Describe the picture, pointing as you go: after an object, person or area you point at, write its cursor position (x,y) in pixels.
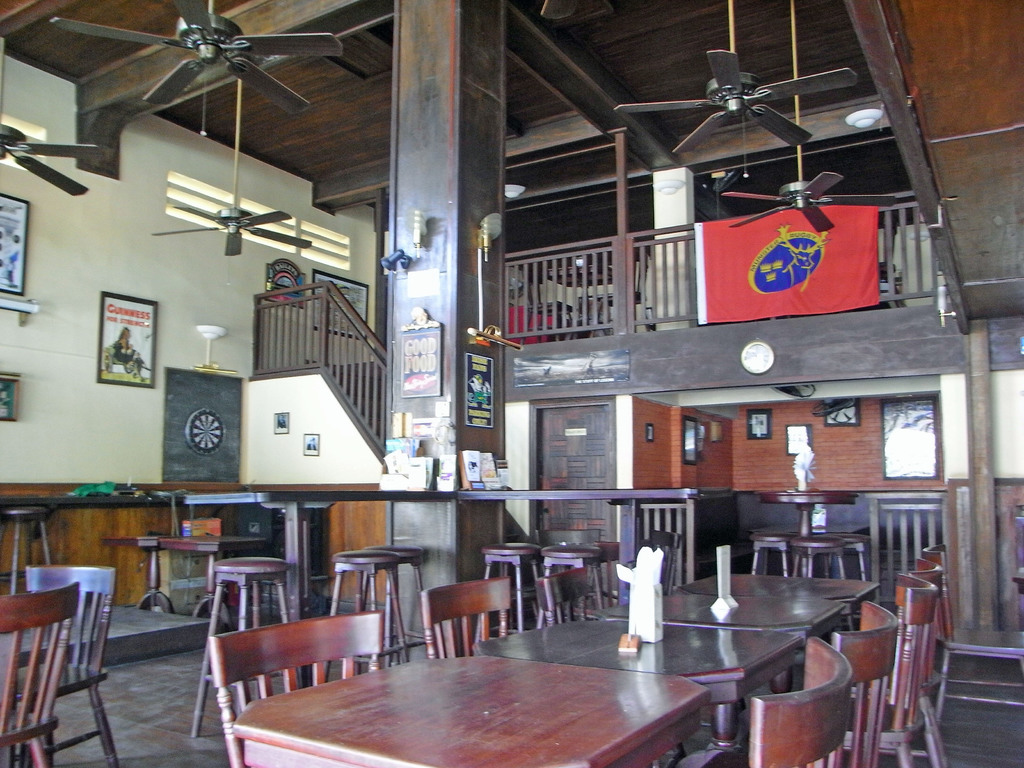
This is the picture of a place where we have some chairs (674,562) around the tables (376,748) on which there are some things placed and around there are some frames (487,404), clock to the wall (136,414) and also we can see some fans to the roof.
